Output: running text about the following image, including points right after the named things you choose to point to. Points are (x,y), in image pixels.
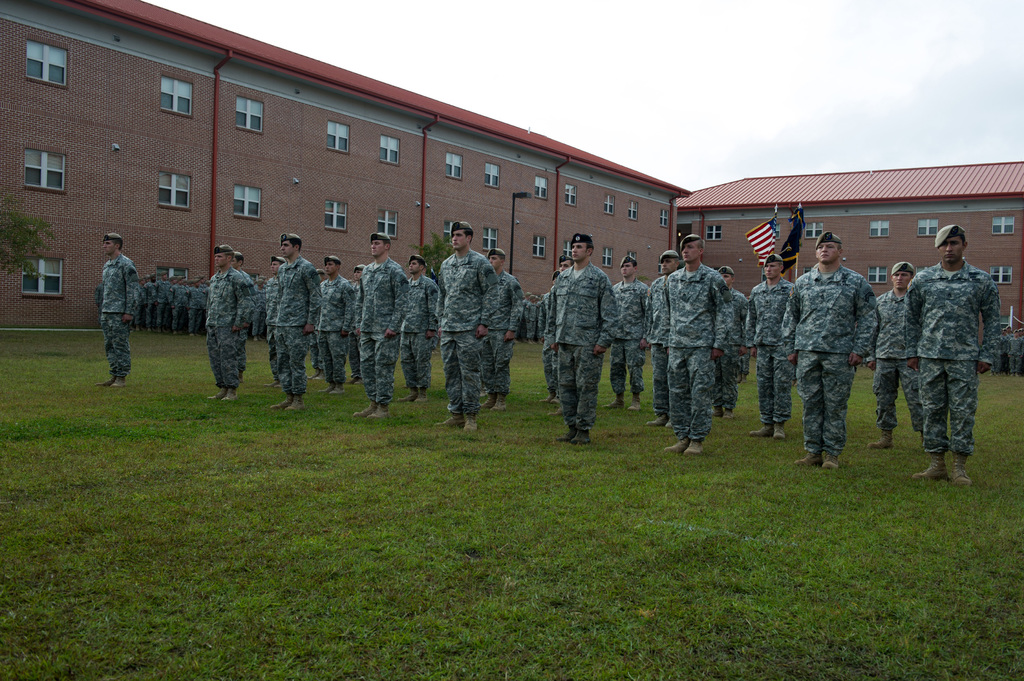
In this image we can see a group of people (976,378) wearing military uniform (98,298) and are standing on the grass (645,460), behind them there are buildings (544,247), flags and a pole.
